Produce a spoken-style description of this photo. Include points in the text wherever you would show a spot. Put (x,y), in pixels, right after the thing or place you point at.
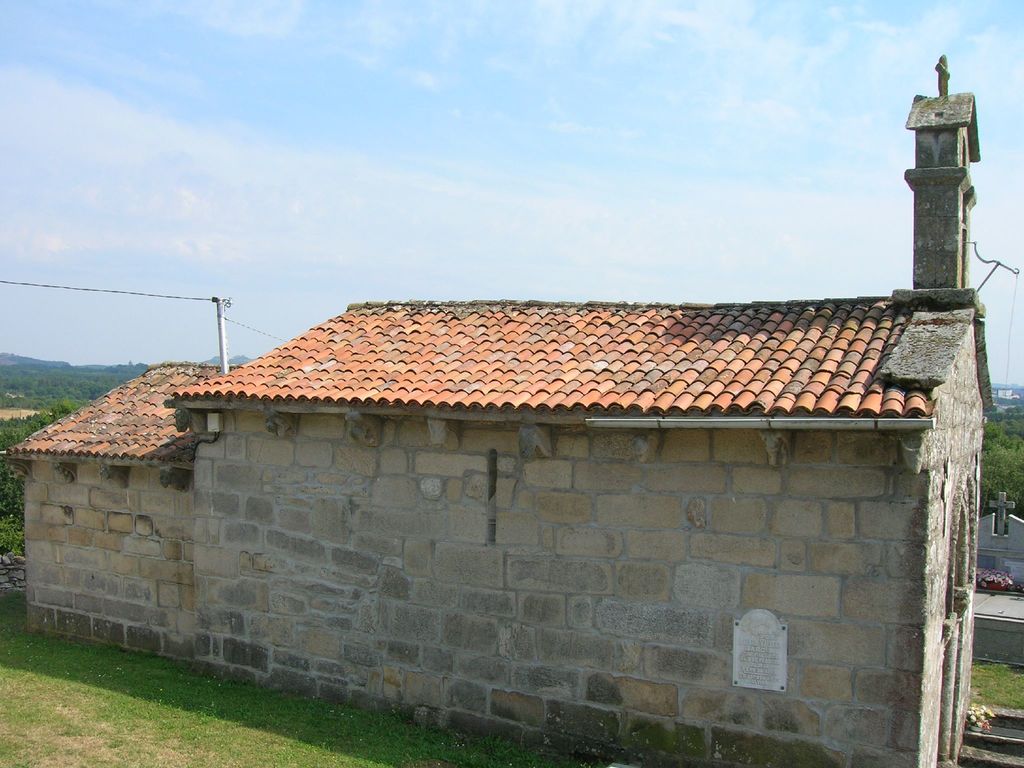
In this image we can see a house (454,615). At the bottom of the image (301,735), we can see the grass (284,750). In the background (10,400), we can see greenery (997,435). At the top of the image (573,101), we can see the sky (330,118) with clouds (205,213).
